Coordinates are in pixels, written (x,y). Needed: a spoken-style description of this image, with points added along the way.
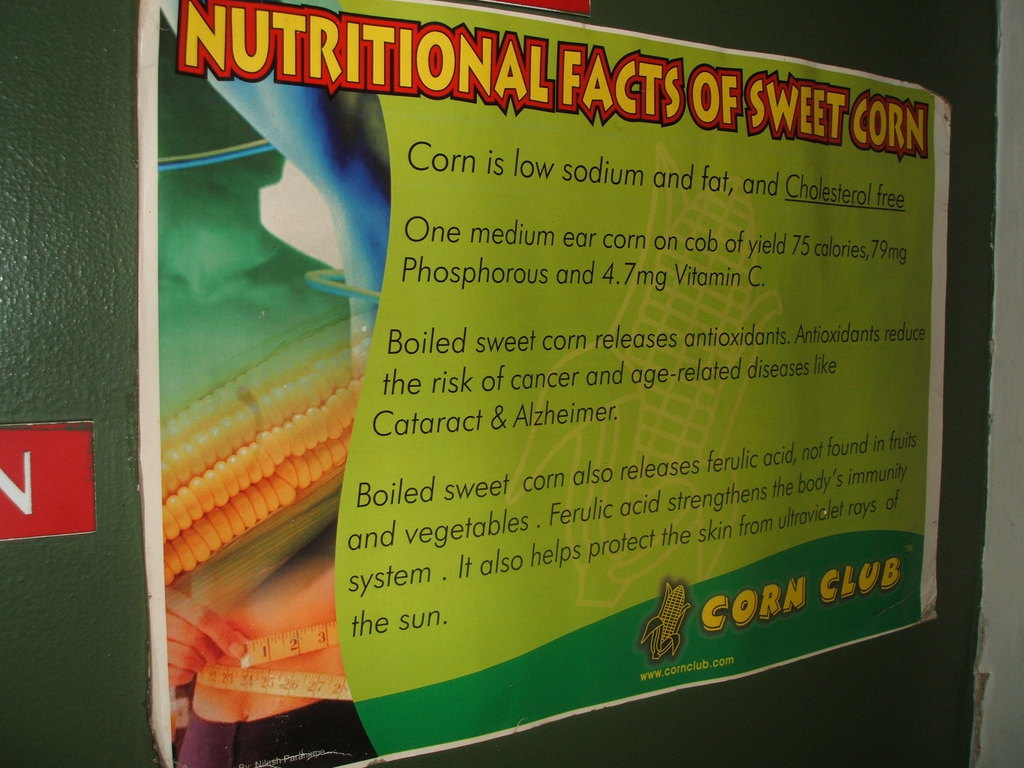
In this picture there is a poster (256,112) on the wall (960,131). On the poster (487,296) there is a picture (323,236) of a person (225,231) and sweet corn (188,579) and there is text (571,557). On the left side of the image (17,517) there is a board (47,503). At the top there is a board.
